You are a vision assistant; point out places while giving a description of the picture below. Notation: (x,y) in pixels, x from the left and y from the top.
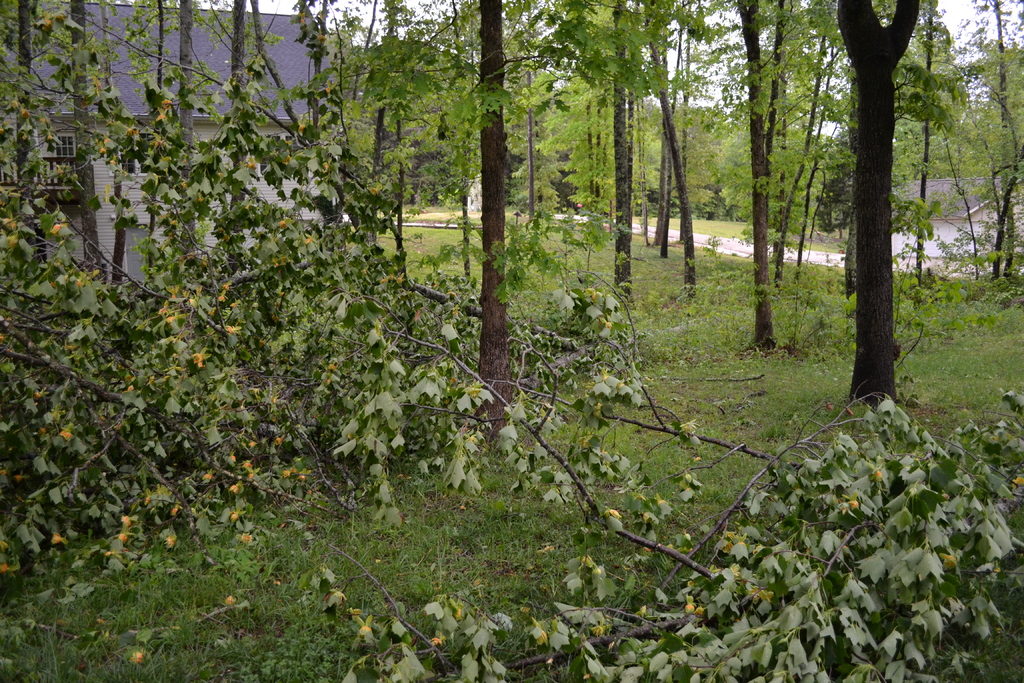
This image consists of many trees (298,309). At the bottom (434,595), there is green grass (406,590). To the left (138,178), there is a small house (54,164).
